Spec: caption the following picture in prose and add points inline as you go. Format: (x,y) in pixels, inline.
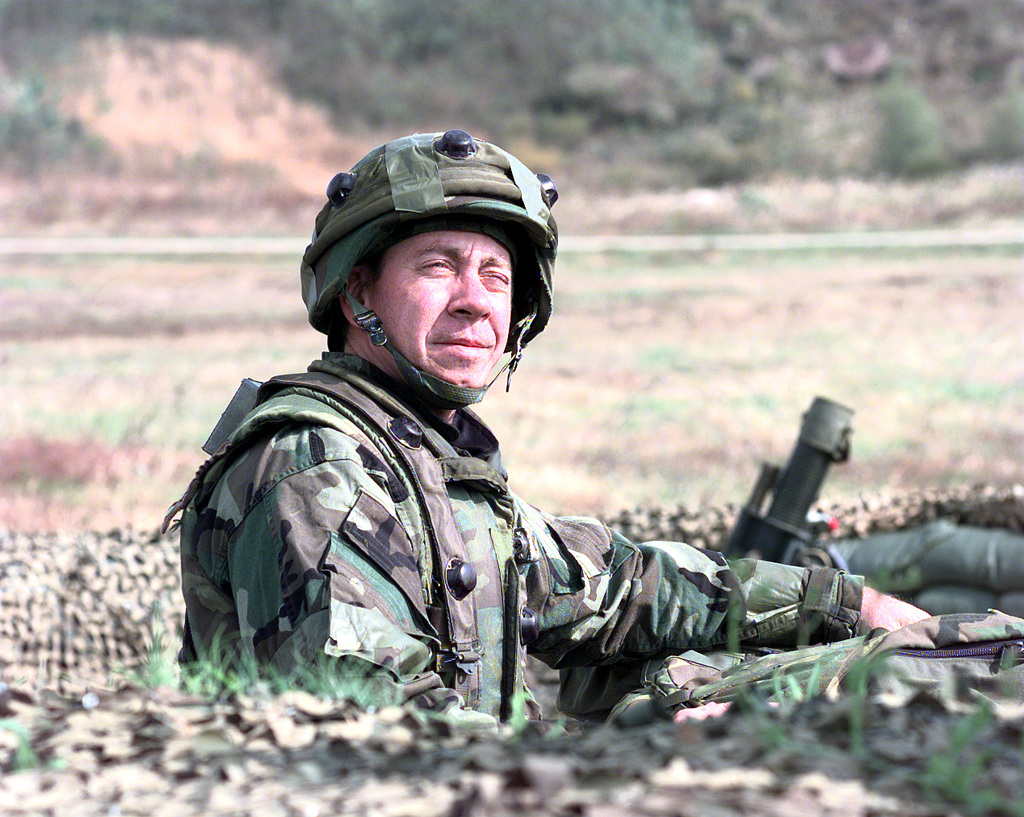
This image consists of a man (483,581) wearing an army dress (378,560) along with the helmet (521,271). Beside him, there is a weapon (774,471). In the background (837,318), we can see the plants (15,103) and grass (621,362) on the ground (576,334).
